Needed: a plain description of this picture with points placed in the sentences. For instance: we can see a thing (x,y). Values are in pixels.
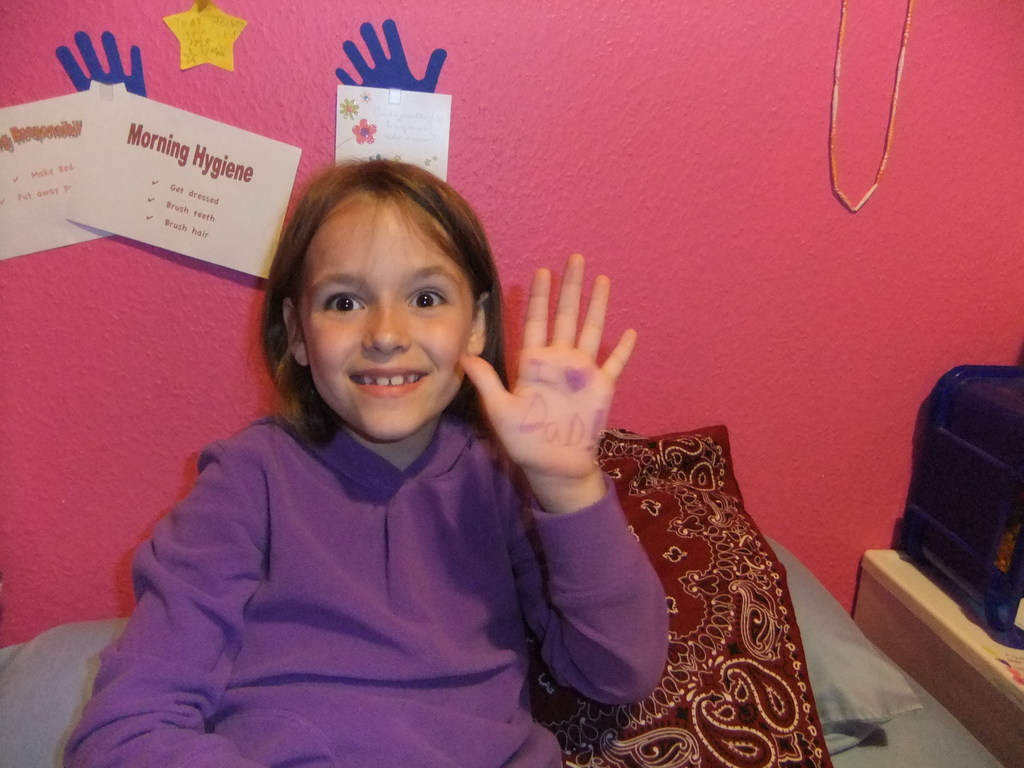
Here I can see a girl (396,609) wearing a t-shirt (406,615), smiling and sitting on a bed (46,718). Beside her I can see few pillows (33,686). On the right side (981,522) a blue color object (983,533) is placed on a table (935,626). At the back of her there is a wall (588,208) and few papers (177,163) are attached to this wall (85,370).
